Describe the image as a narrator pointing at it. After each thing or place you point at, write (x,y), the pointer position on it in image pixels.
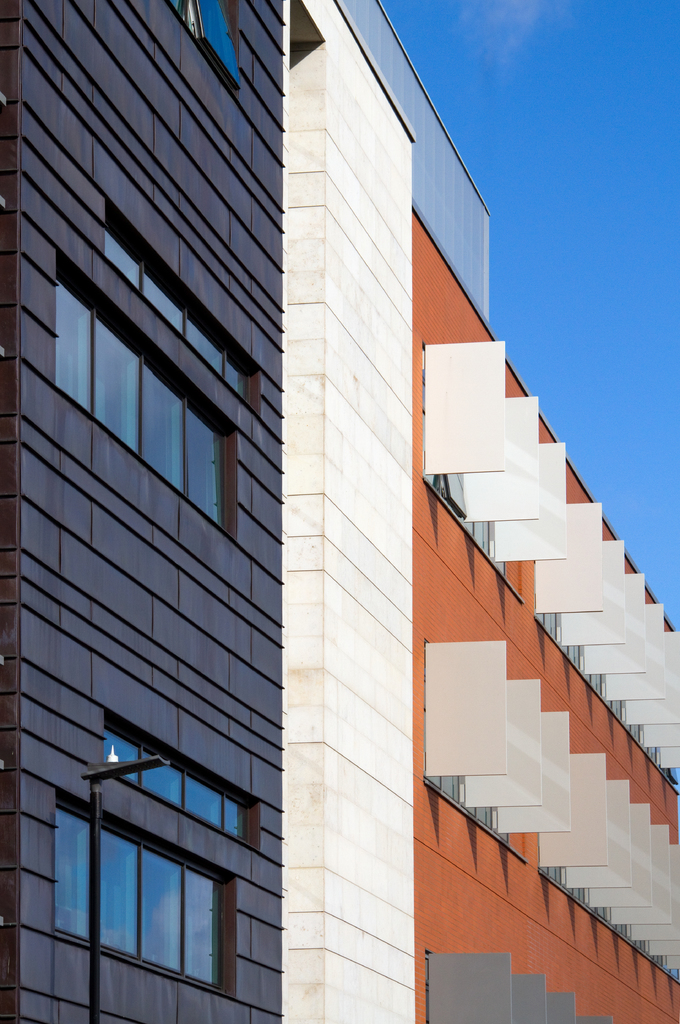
In this image I can see a building (283,524) and number of windows (58,345) in the front (179,656). On the bottom left side of this image (93,804) I can see a black colour pole (96,825) and on the top right side (524,161) I can see the sky (583,275).
